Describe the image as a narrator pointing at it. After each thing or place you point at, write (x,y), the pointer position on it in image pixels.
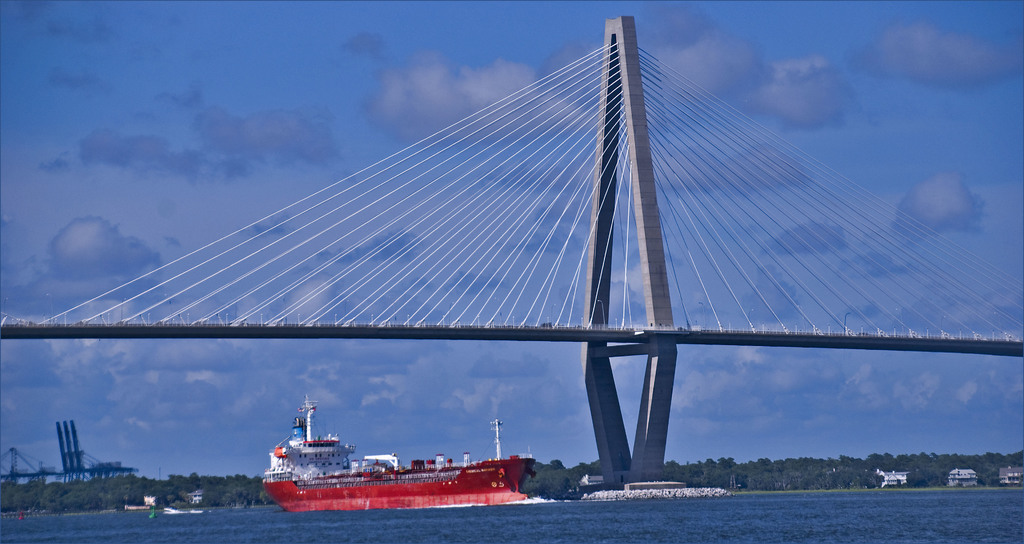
In the image we can see a ship (386,459) in the water (570,505) and here we can see a bridge (692,334). There are many buildings (903,472), trees (775,478) and a cloudy sky (189,426).
